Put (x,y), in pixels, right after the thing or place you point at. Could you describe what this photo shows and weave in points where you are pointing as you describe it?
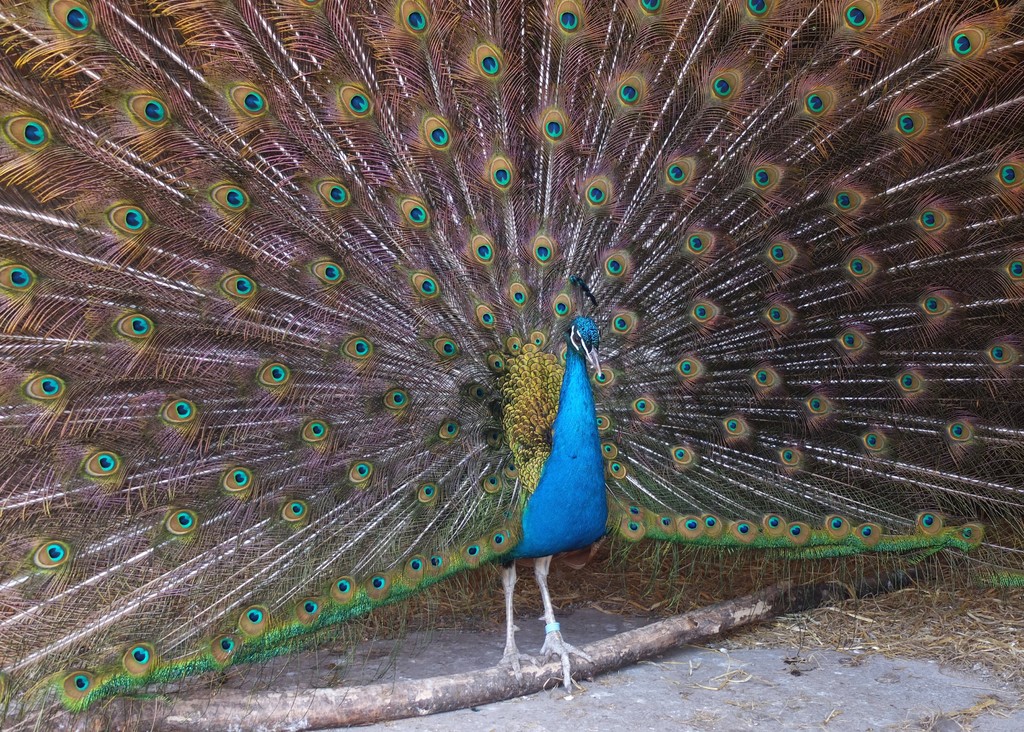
In front of the image there is a peacock (536,567) standing on the wooden pole (265,699). At the bottom of the image (655,569) there is dried grass (933,624) on the surface (837,696).
